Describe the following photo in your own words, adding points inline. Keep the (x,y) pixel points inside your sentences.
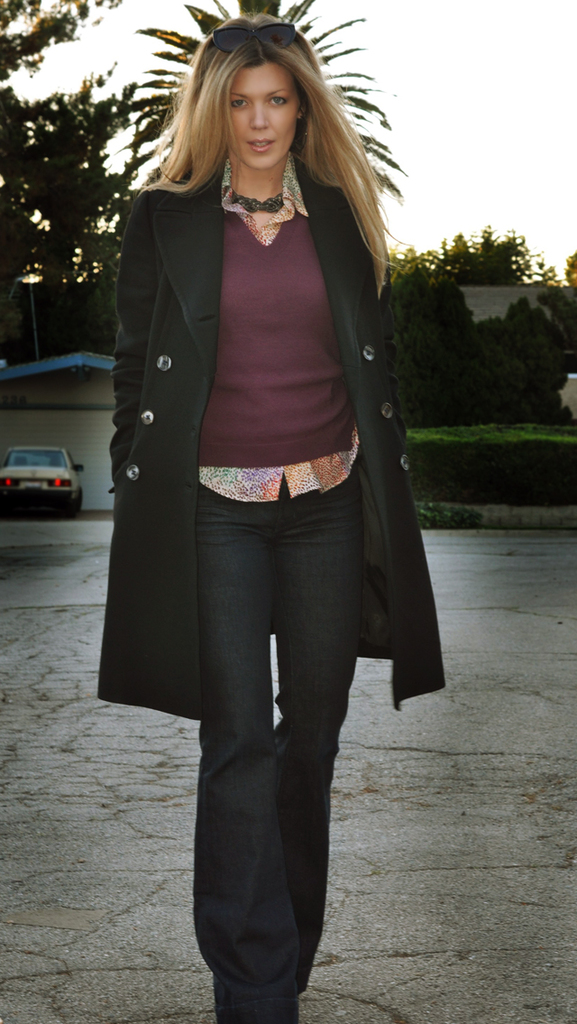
In the image we can see a woman (248,395) standing, wearing clothes (279,399) and goggles (270,32). We can see a vehicle (48,493), footpath (453,742), plant (458,455), trees (98,173), building (67,355) and a sky (484,111).
